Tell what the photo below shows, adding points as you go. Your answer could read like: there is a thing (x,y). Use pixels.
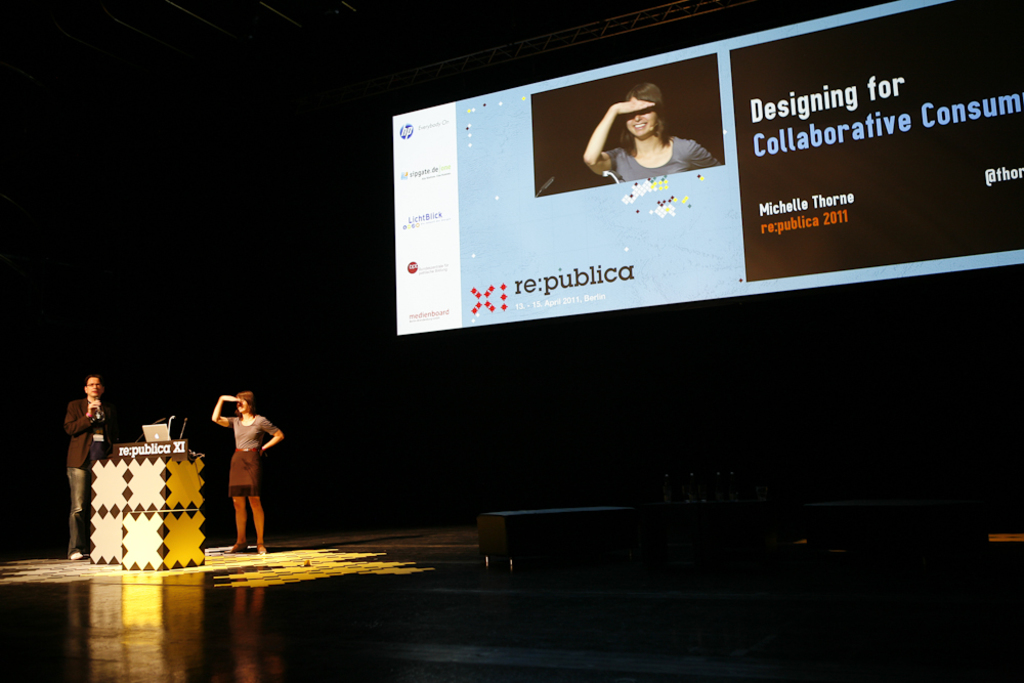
On the left side (105,406), there is a person (96,406) holding a mic (96,406) and standing near a stand (93,475) on which, there is a laptop (157,438), mic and hoarding (155,447). Beside this stand (185,473), there is a woman (250,456) in a skirt (252,474) standing on the stage (225,555). On the right side (1000,132), there is a screen (982,123). And the background (220,128) is dark in color.
